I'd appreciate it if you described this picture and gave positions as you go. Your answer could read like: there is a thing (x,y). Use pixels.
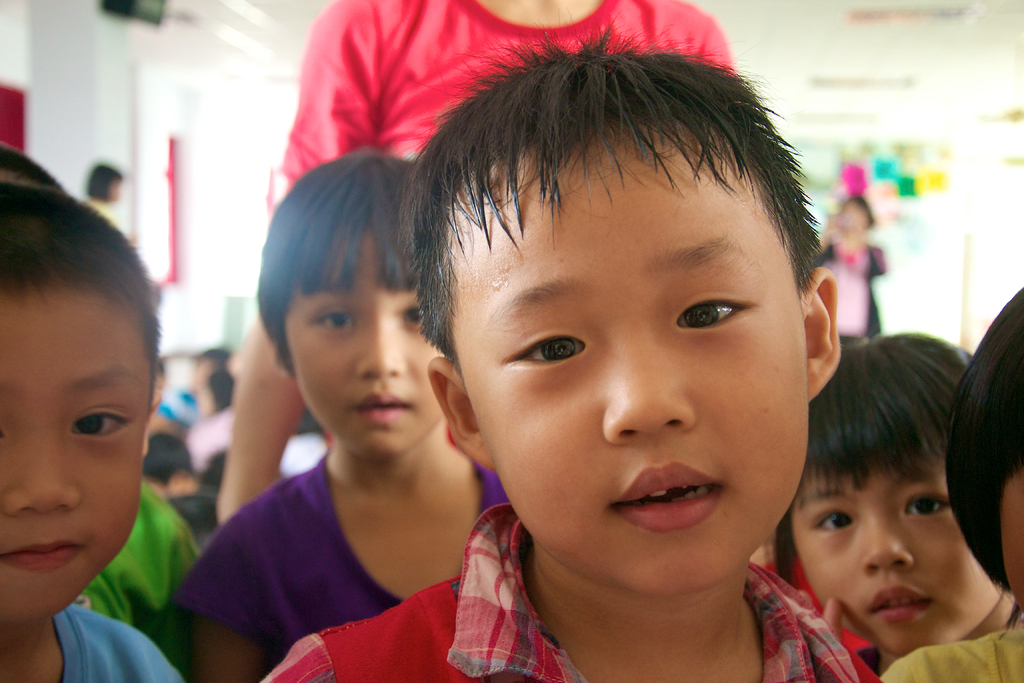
In the image in the center (484,446), we can see the little kids (468,411). In the background (967,231) there is a wall (939,215), roof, boards (886,209), notes (886,209) and few people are sitting and few people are standing.
